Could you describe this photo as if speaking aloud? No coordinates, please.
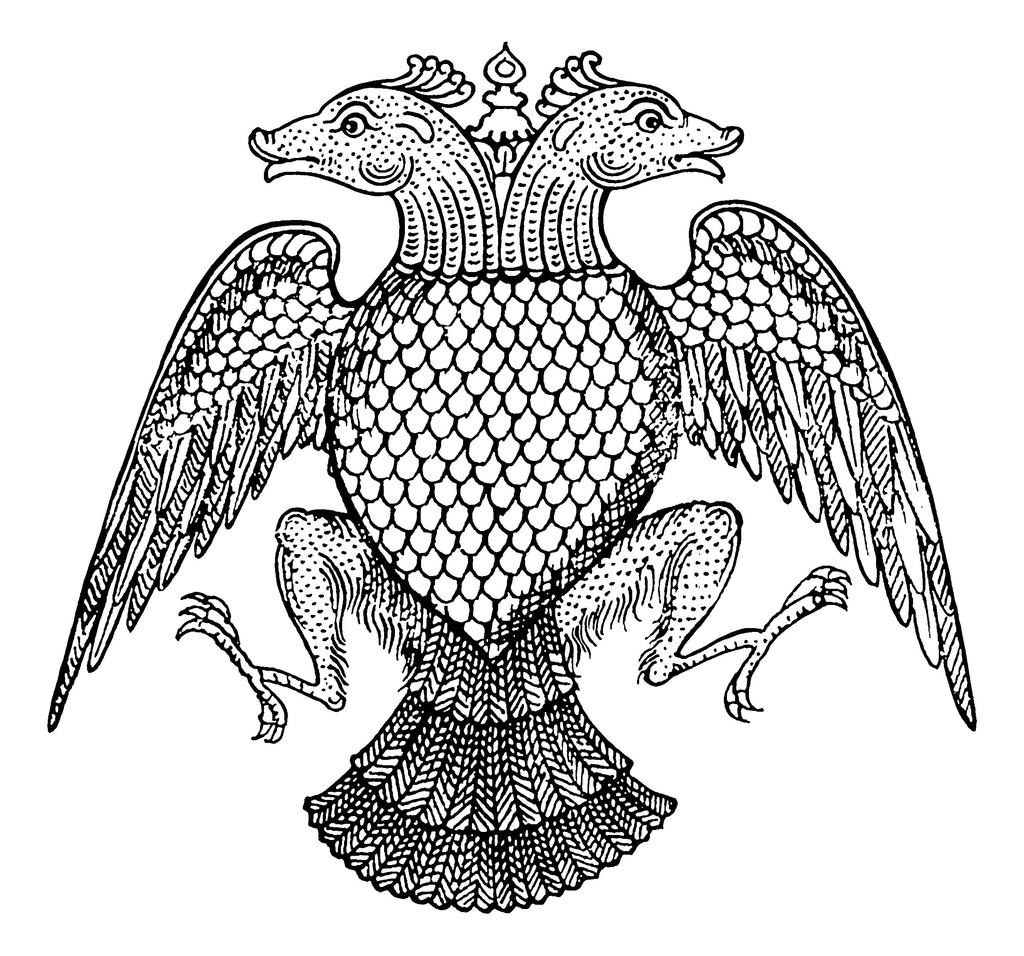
In this image we can see a picture.
